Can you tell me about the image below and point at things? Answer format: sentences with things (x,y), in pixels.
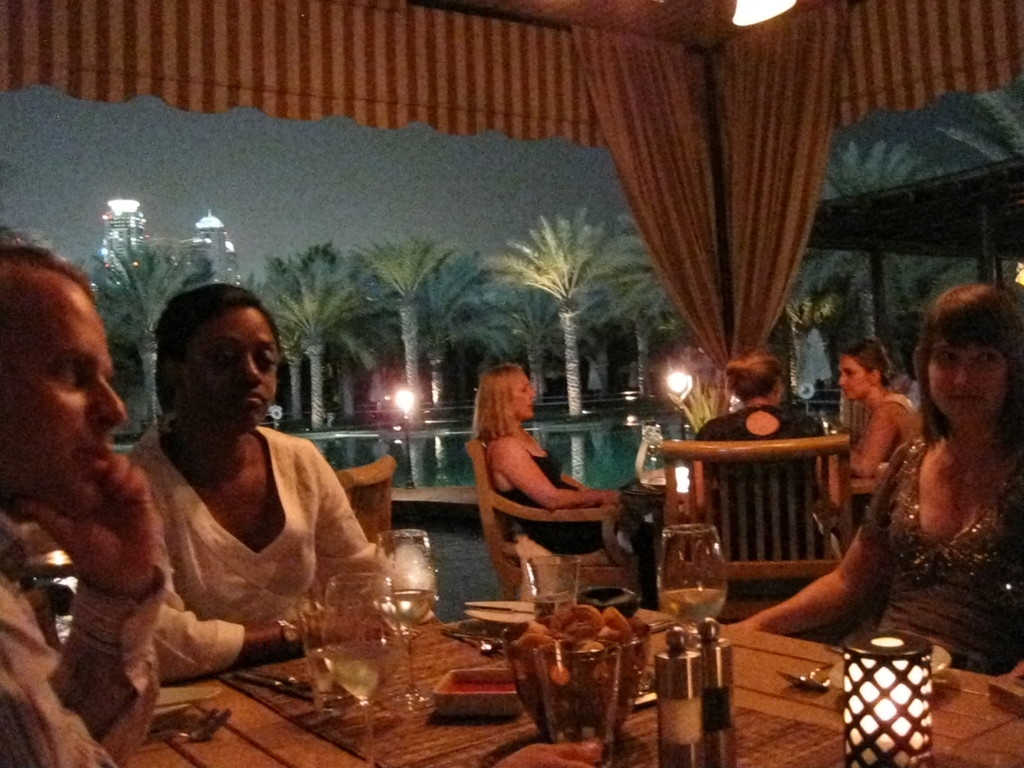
At the top (483,173) we can see sky (408,163). These are trees (459,286). These are lights (682,386). This is a pool (439,444). Here we can see persons (966,453) sitting on chairs (693,448) in front of a table (404,718) and on the table (425,707) we can see drinking glasses (410,669), candle lights (859,701), spoons (810,677), forks (810,677).
